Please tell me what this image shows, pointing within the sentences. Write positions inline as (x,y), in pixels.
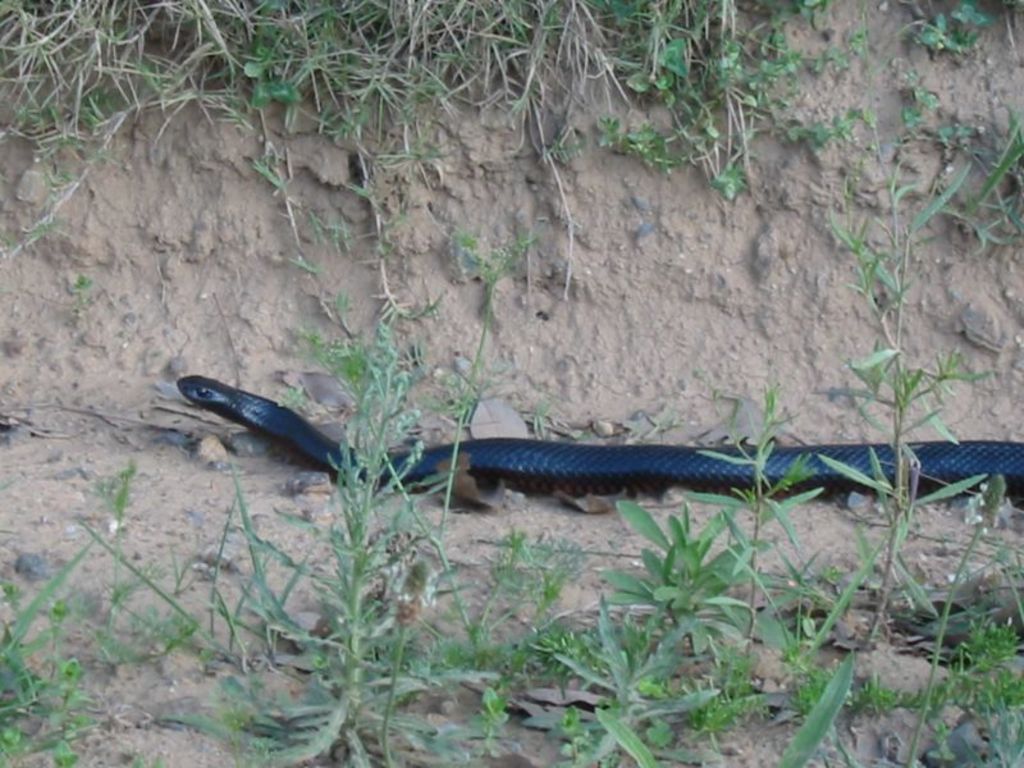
In this image we can see a snake (553,443) and some plants (612,744). We can also see some leaves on the ground (117,706) and the grass (102,90).
